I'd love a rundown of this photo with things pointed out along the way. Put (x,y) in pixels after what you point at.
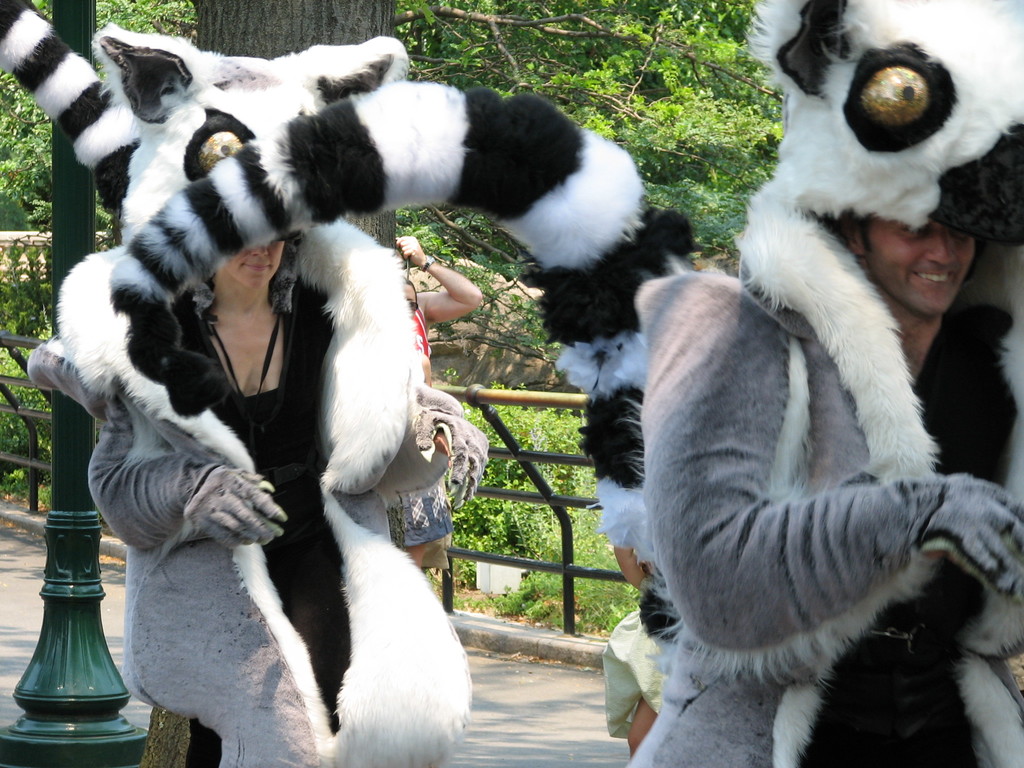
In this picture we can see two persons (329,499) in the costumes (384,635). Behind the two persons (443,411), there are people (444,494), railing (516,393), trees (6,328), a pole (60,266) and plants (5,288).
